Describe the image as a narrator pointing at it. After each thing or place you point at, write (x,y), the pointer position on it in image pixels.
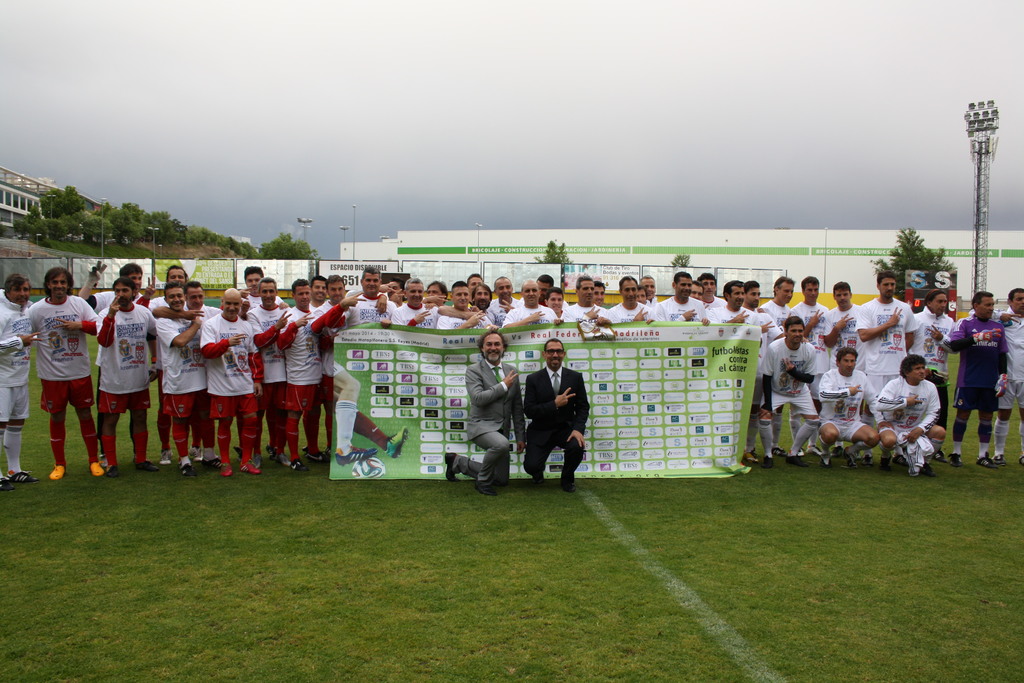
In the foreground of this image (852,587), there is the crowd (228,339) standing and posing to the camera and few are squatting and few are kneeling down on the grass (528,499). We can also see few people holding a banner (569,336). In the background (488,234), there are poles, banners (215,274), boards (75,265), trees (124,227), buildings (501,234) and the sky (495,125).
